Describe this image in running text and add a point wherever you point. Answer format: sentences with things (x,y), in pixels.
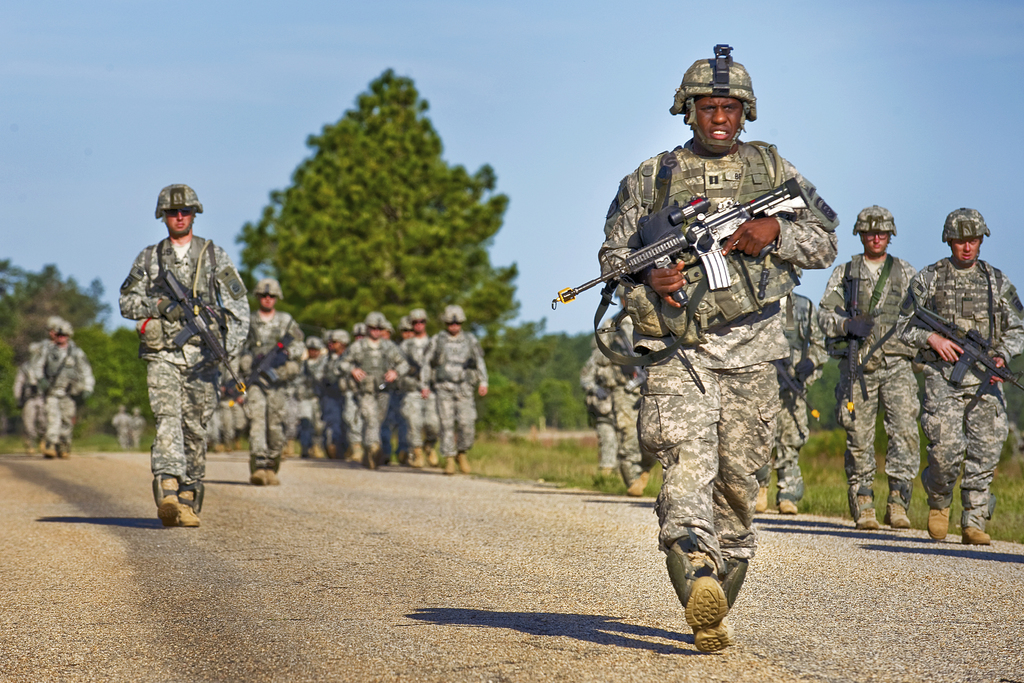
In this image there are so many military officers (733,334) who are marching on the road (377,587) by holding the guns (206,318). In the background (338,208) there are trees (444,169). At the top (558,62) there is sky (594,42). In the middle (667,417) there is a military officer (681,355) who is walking on the road (739,616) by holding the gun (672,253).
